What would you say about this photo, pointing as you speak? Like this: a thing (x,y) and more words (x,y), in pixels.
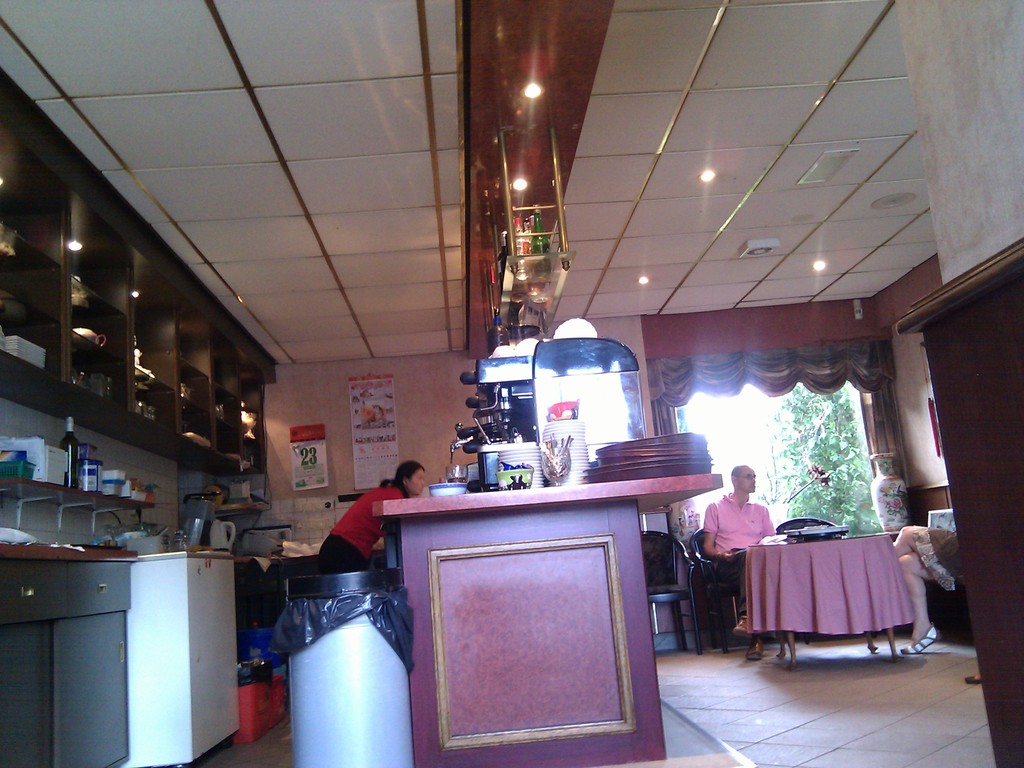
In this picture I can see the inside view of a room (776,177) and I see few things (442,674) in the front of this image (532,596) and on the left side of this image (170,301) I see few racks (138,397) on which there are many things (120,484) and on the right side of this image (813,607) I see a table (826,563) and I see a man (742,493) and a woman (944,559) who are sitting near to it. In the background (688,382) I see the wall (818,316), curtains (727,355) and I see the lights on the ceiling (460,164).
